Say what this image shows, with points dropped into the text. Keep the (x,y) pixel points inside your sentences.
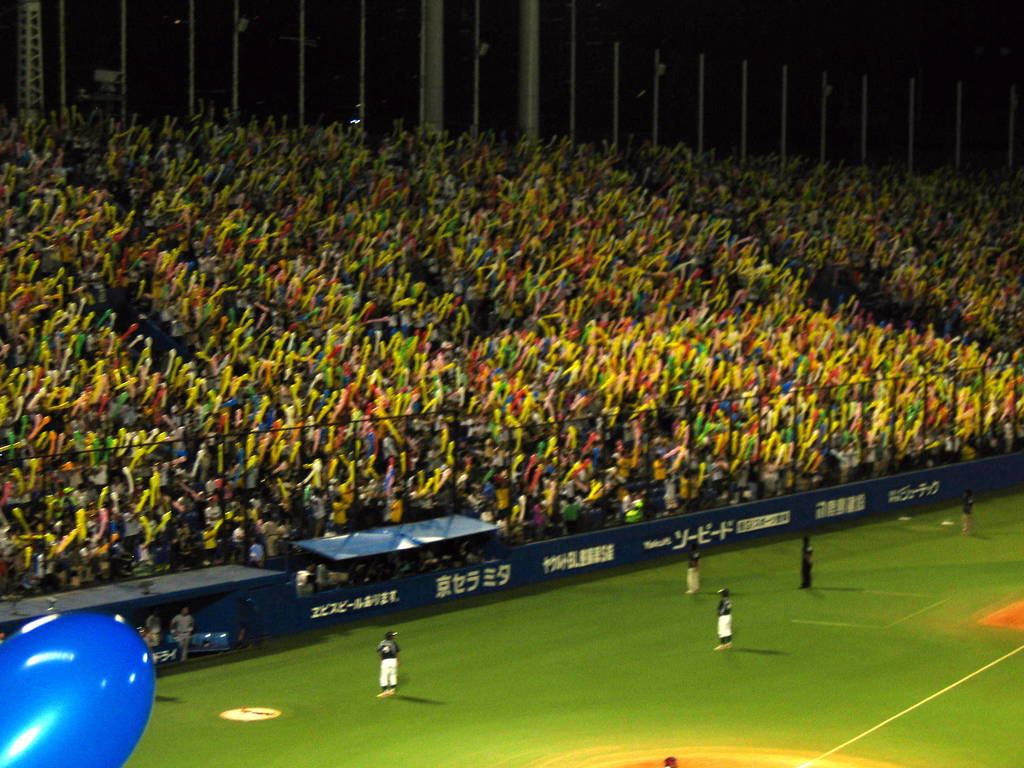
In this image we can see persons (404,329) standing on the ground (424,646) and in the stadium (451,267). In addition to this we can see advertisement boards (665,524), sheds (340,570), metal rods (429,81) and grills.
